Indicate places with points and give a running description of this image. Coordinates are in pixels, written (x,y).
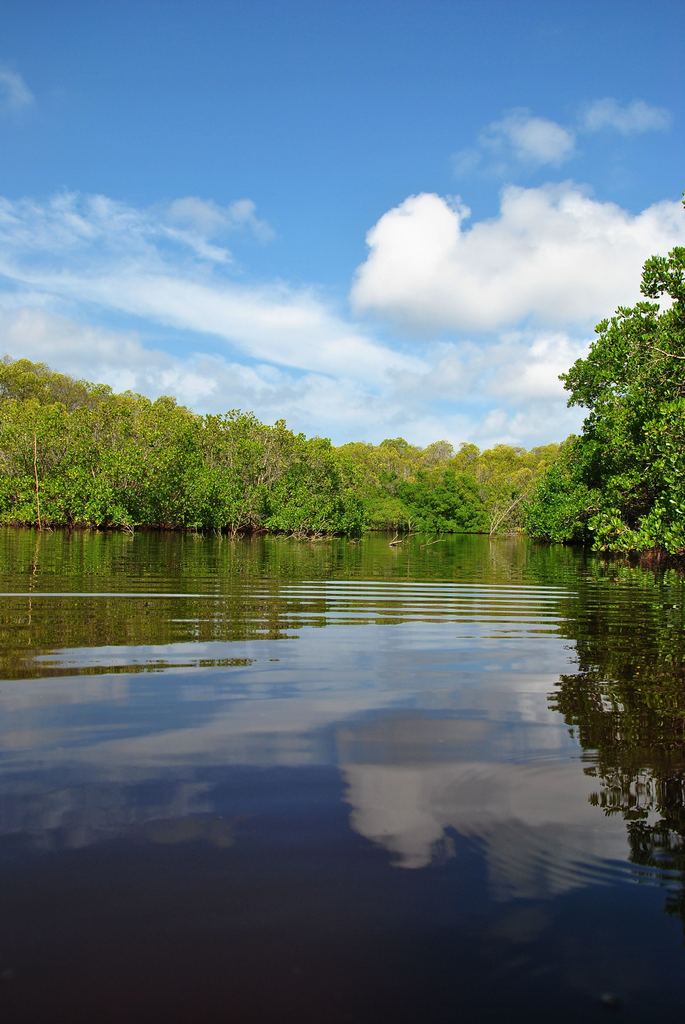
In the foreground of the image (577,607) we can see water (403,634). In the background (650,548), we can see a group of trees (480,490) and a cloudy sky (463,275).
